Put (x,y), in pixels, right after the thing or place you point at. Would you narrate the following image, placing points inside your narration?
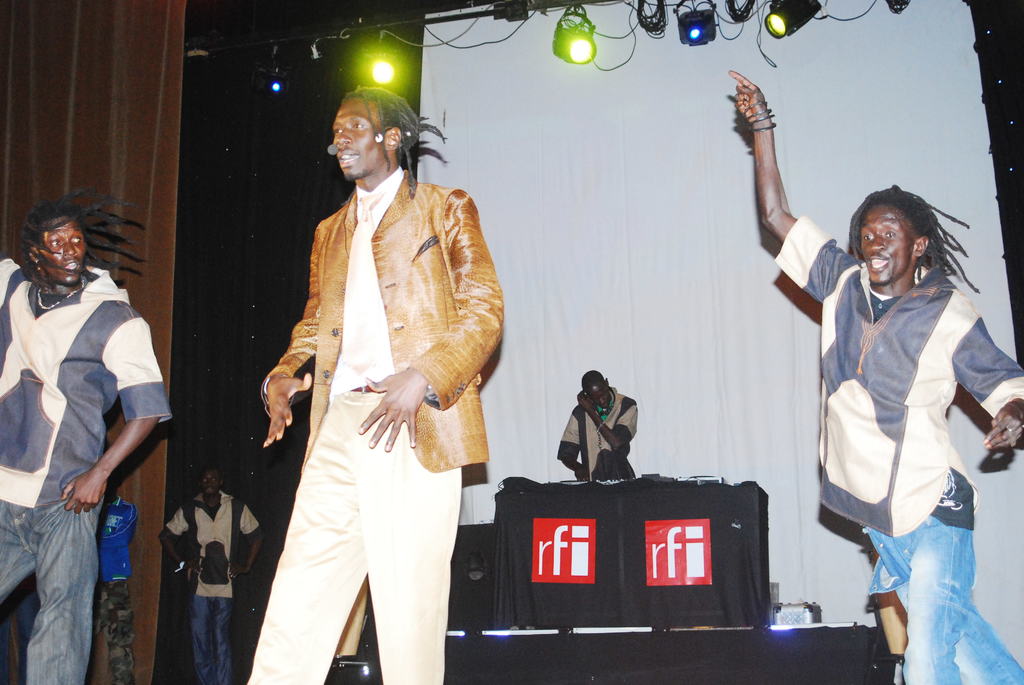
In this image, we can see people (455,356) and in the background (507,533), there is a table (674,513) and we can see a cloth (658,500) on it and some other objects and there are curtains (443,165), lights (698,38) and some other objects (815,621).
